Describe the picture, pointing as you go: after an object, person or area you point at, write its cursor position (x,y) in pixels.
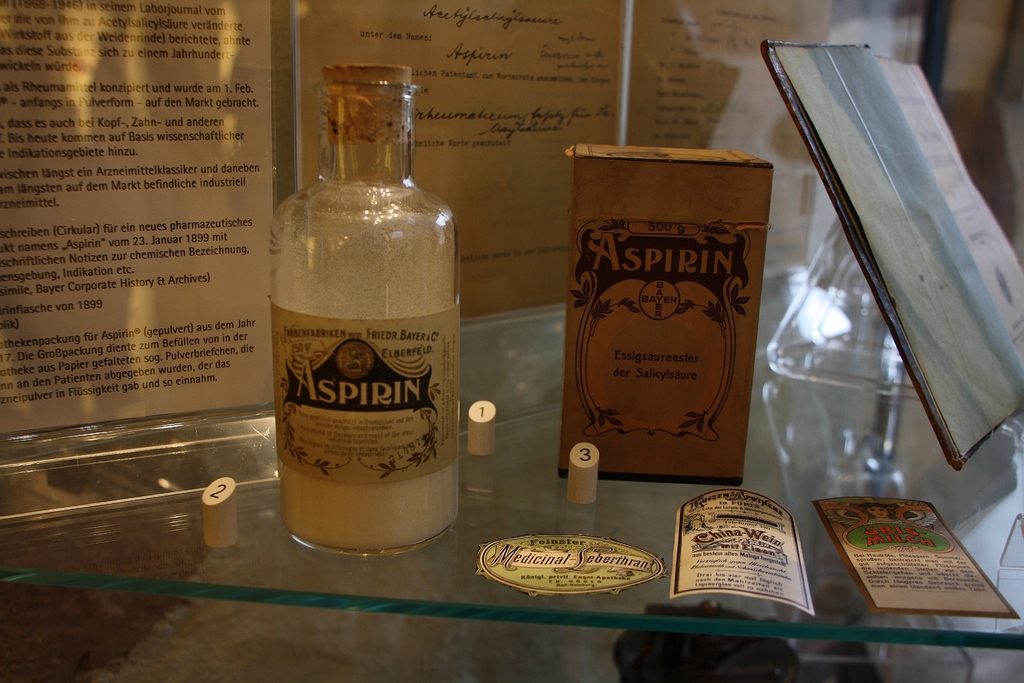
In this image I see a bottle (380,225) and a box (601,215) side to it and it is written "Aspirin" on the box (618,221). In the background (563,226) I see few papers (544,282) and a photo frame (874,264) over here.
